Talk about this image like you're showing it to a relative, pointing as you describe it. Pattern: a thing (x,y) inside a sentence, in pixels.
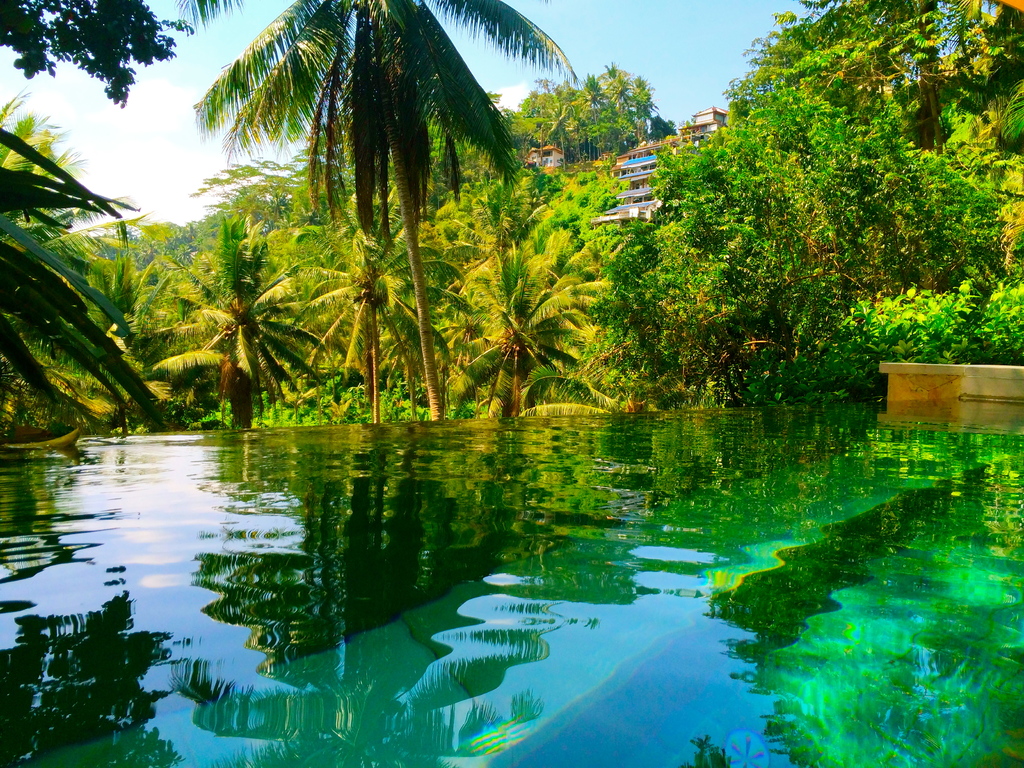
In this image in front (716,623) there is water (668,625). On the right side of the image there is a wall (1020,397). In the background of the image (352,291) there are trees (582,239), buildings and sky (669,33).
